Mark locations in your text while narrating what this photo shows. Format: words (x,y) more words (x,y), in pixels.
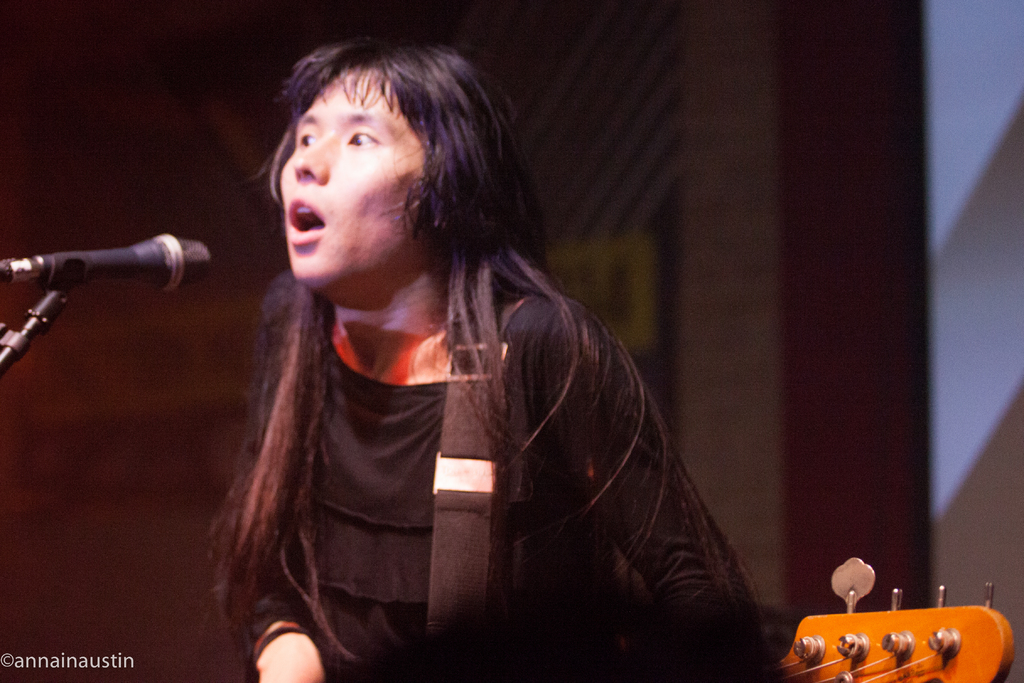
In this image we can see a woman (584,398) is standing, and in front her is the microphone (164,262) and stand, and here is the musical instrument (895,643).
